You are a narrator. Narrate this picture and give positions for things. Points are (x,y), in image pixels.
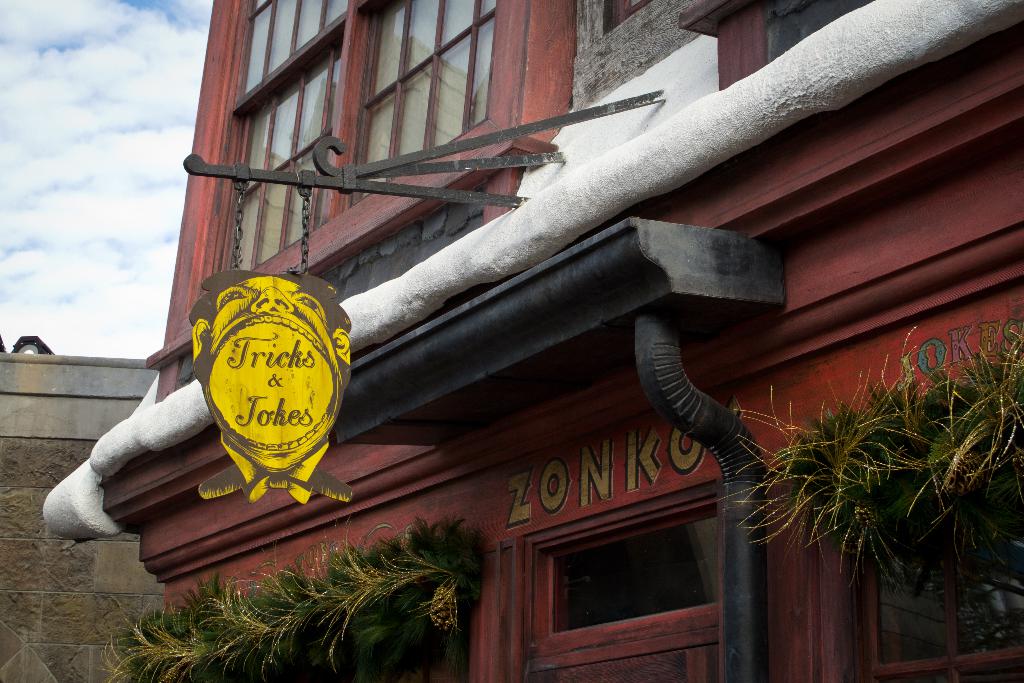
In this image, I can see a name plate (237,460) hanging to a pole (370,190). This is a building (526,606) with the windows (564,621) and a door (645,632). These are the plants (420,578). On the left side of the image (72,620), that looks like the wall (36,596). I can see the clouds (92,186) in the sky (127,134).
